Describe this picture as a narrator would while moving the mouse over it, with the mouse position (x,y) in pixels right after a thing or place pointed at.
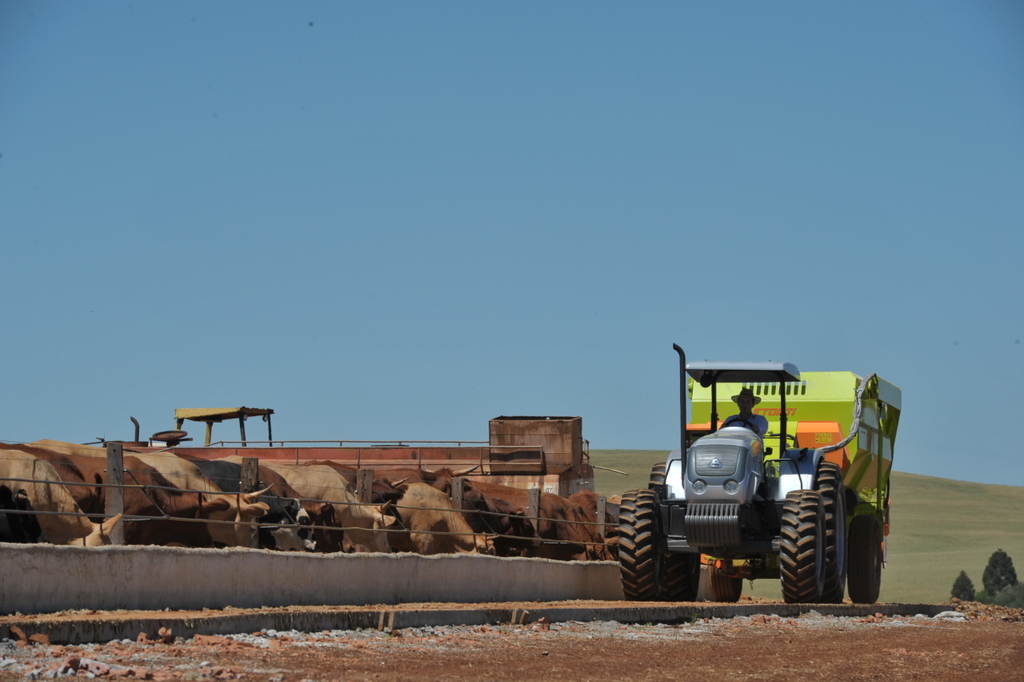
In this picture we can see one vehicle (676,465) on the road (547,630), beside there is a some fencing wall (32,578).
